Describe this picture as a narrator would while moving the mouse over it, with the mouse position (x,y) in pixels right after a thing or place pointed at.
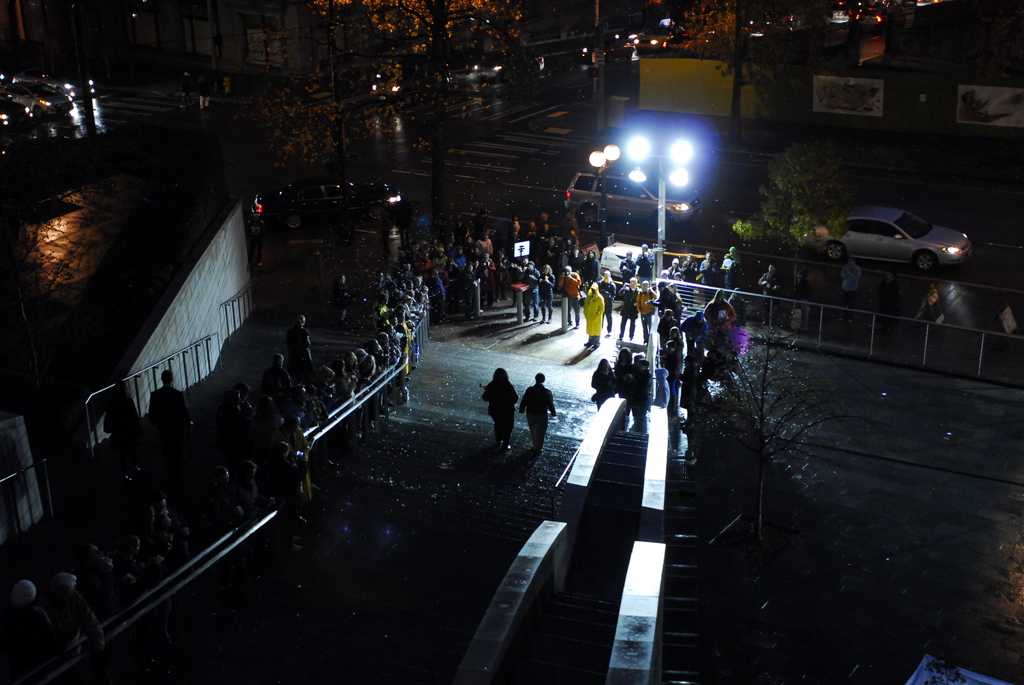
In this image there are stairs (471,543) at the center (503,433) and two people (504,412) are walking on it. At the left side (235,397) people (333,372) are standing by holding the grill (314,444). At the background (351,85) there are buildings (297,61), trees (333,98), cars (353,190). At the right side (684,155) there is a street light (600,166).
